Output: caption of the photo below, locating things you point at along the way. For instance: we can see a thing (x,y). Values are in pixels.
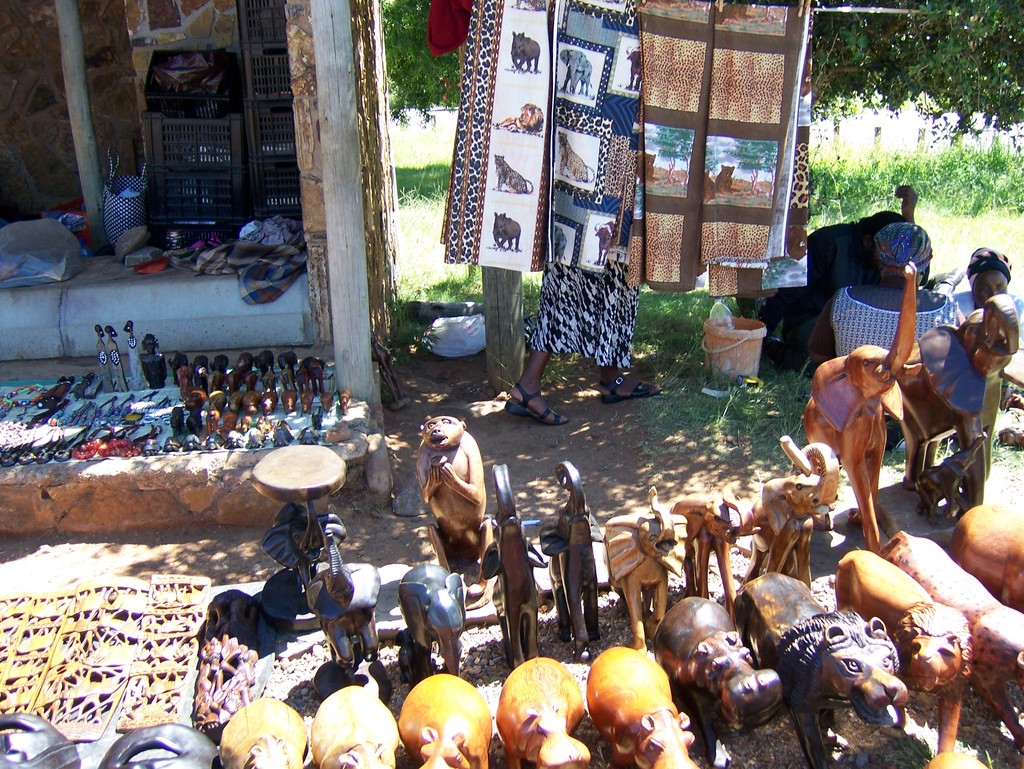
As we can see in the image there are animal statues (762,701), toys (216,431), basket (130,207), wall (305,25), cloth (482,122), few people (637,312) over here, plants (897,167) and trees (904,49).
